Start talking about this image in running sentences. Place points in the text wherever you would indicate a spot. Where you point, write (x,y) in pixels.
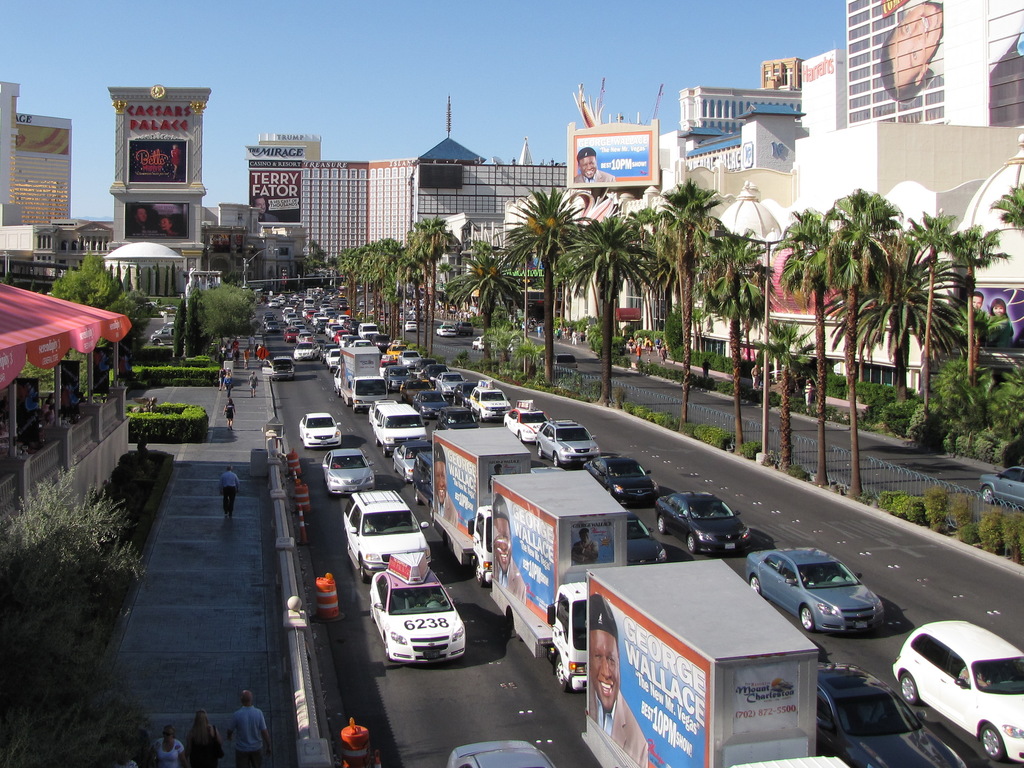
This is the picture of a city (197,350). In this image there are vehicles (467,463) on the road (555,752) and there are trees (635,256) on the footpath (286,753). There are group of people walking on the footpath (269,657). At the back (262,216) there are buildings (623,216) and there are hoardings (174,167) on the buildings (779,156). At the top (273,95) there is sky (519,71). At the bottom (817,530) there is a road (867,564).
